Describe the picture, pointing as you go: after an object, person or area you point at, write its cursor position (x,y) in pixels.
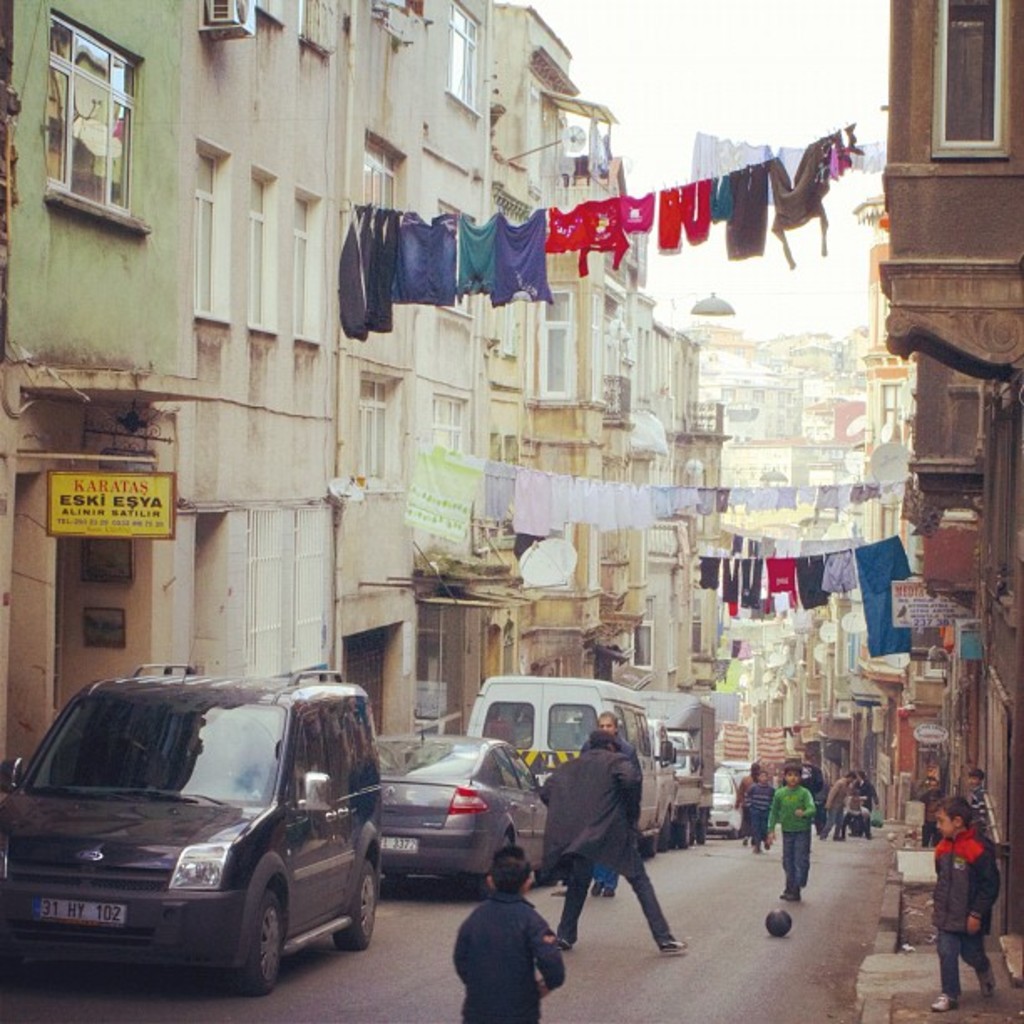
In a street (629,917) the kids (770,844) are playing on the road (728,839) and on the either side of the road (726,889) there are some apartments (407,535) and beside the road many vehicles (511,754) are parked and there are ropes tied in between two buildings (314,294) and the clothes (481,244) are hanged on the rope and in the background (717,21) there is a sky (707,13).
